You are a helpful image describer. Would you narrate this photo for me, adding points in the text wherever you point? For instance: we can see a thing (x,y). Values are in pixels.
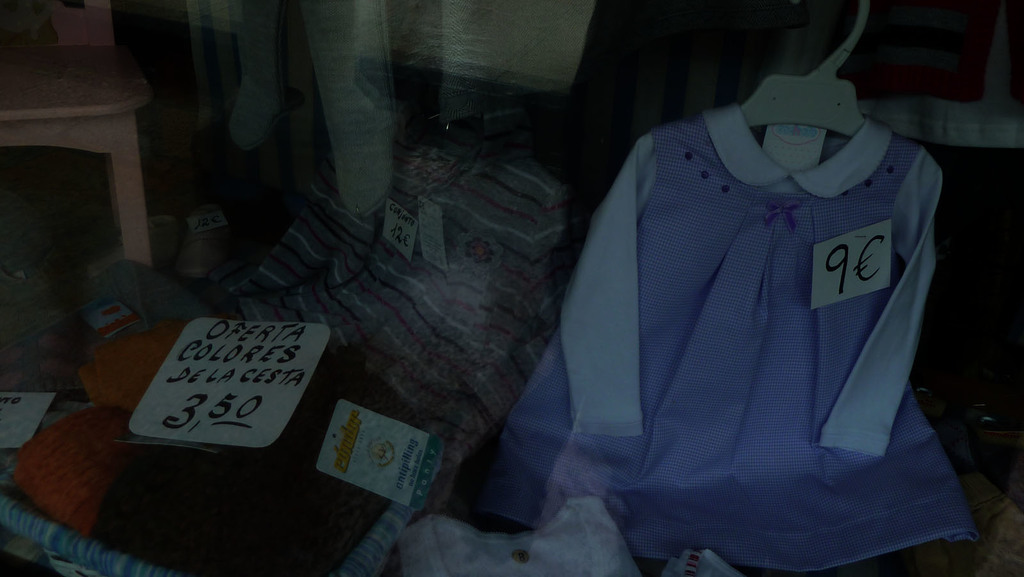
On the left side of the image (124,183) we can see the chair (128,179). In the middle of the image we can see curtain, a poster (280,414) on which some text (242,415) is written. On the right side of the image (835,158) we can see a dress (915,164) hung to a hanger (835,98).
